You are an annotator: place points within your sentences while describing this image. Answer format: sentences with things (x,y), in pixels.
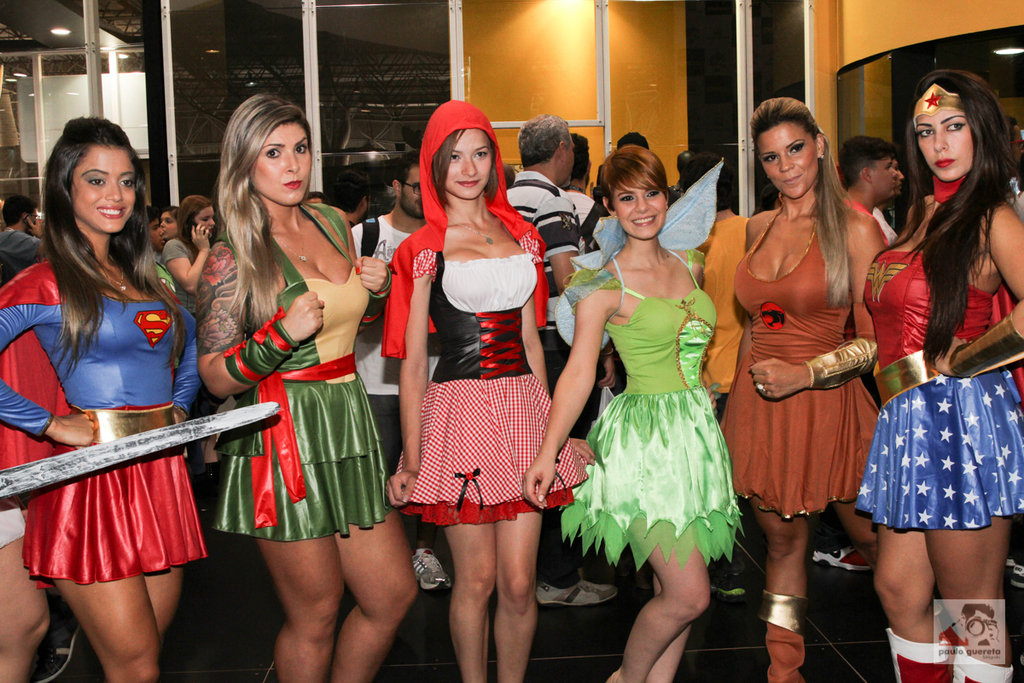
In the image, a group of women (451,415) were posing for the photo and all of them are wearing different costumes (754,418), behind them there are many other people (574,170) and in the background (456,3) there are glass doors (631,20), behind the doors (667,97) there is a pillar (541,104).
